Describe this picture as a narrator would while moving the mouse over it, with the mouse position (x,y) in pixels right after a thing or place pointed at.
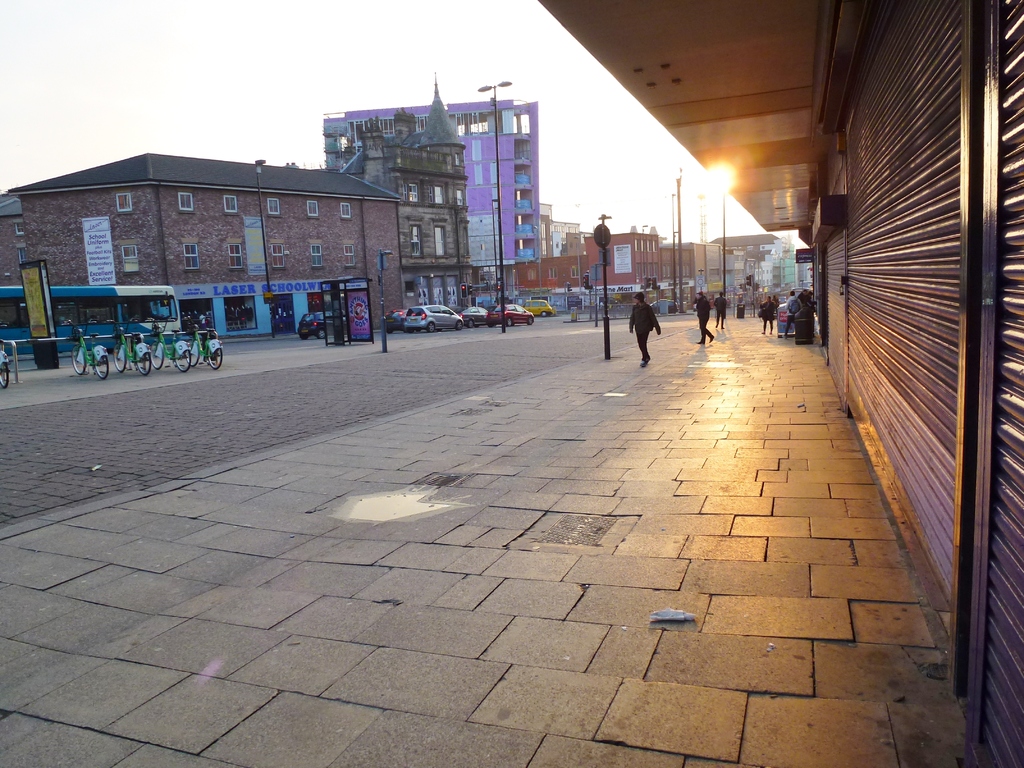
In this image we can see a group of vehicles (159,354) and persons (705,327). Behind the vehicles (423,317) we can see a group of buildings (440,223) and street poles (724,243) with lights (678,180). At the top (227,81) we can see the sky (386,104).
